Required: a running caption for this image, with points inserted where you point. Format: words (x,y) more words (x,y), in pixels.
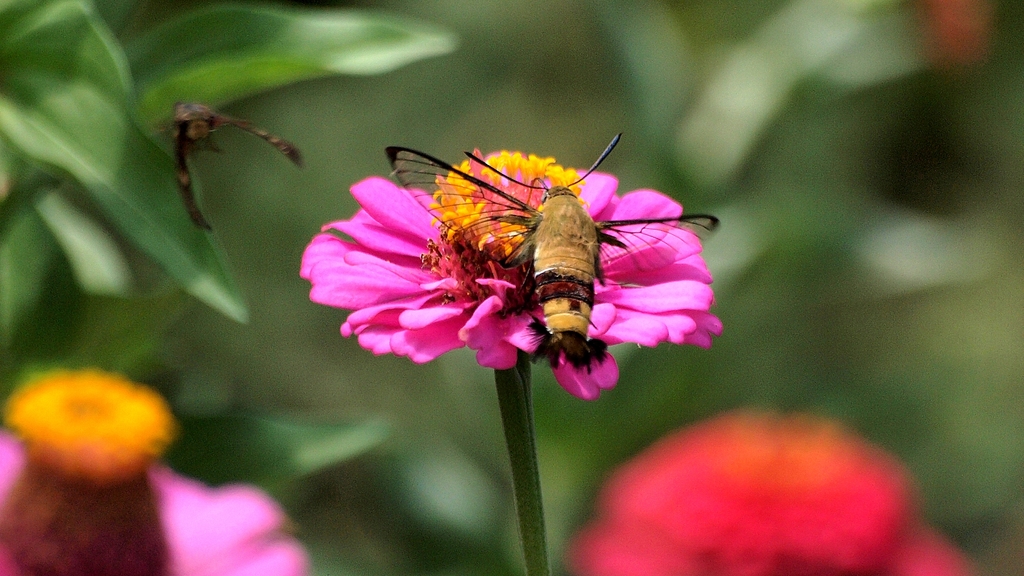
In the foreground of this image (582,314), there is a moth (569,297) on a flower (512,302). In the background (258,139), there is another insect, few flowers (831,476) and leaves (93,130).
